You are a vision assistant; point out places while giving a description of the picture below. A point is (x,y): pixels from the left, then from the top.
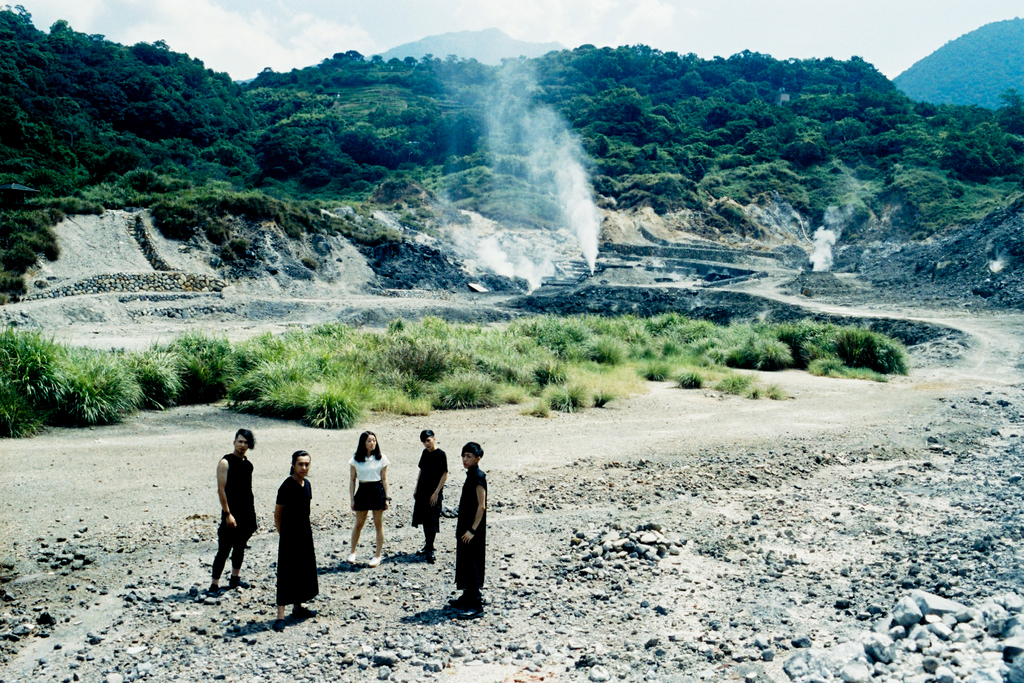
This image consists of persons (287,491) standing in the center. In the background (271,364) there are plants (299,353), trees (821,144), mountains (982,68), and the sky (246,47) is cloudy.
